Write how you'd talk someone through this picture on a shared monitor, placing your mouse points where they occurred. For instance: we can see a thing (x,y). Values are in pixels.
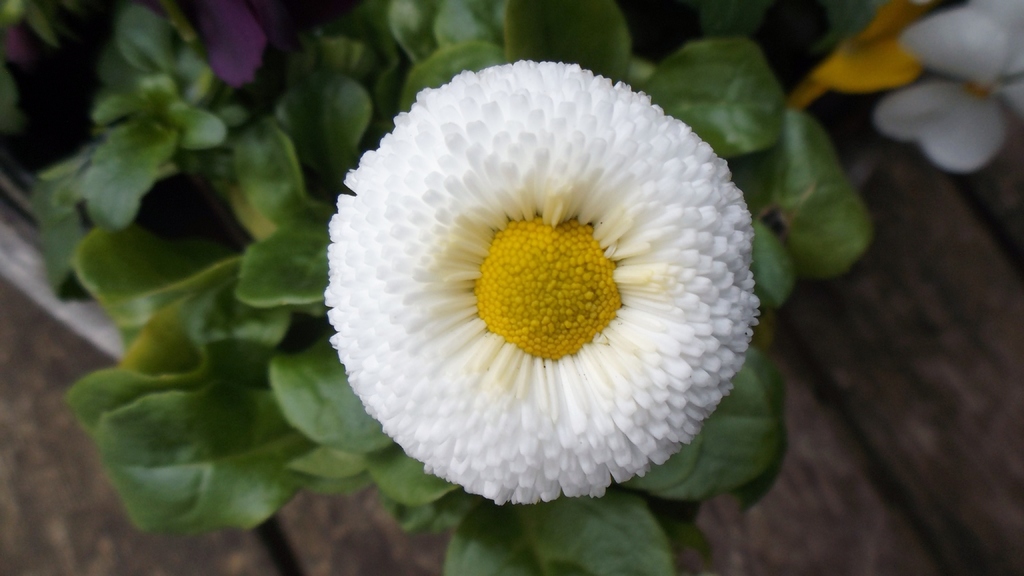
This image consists of a flower (581,364) in white color. At the bottom (501,531), there are green leaves (196,247). On the right (967,388), we can see the ground (832,448).
